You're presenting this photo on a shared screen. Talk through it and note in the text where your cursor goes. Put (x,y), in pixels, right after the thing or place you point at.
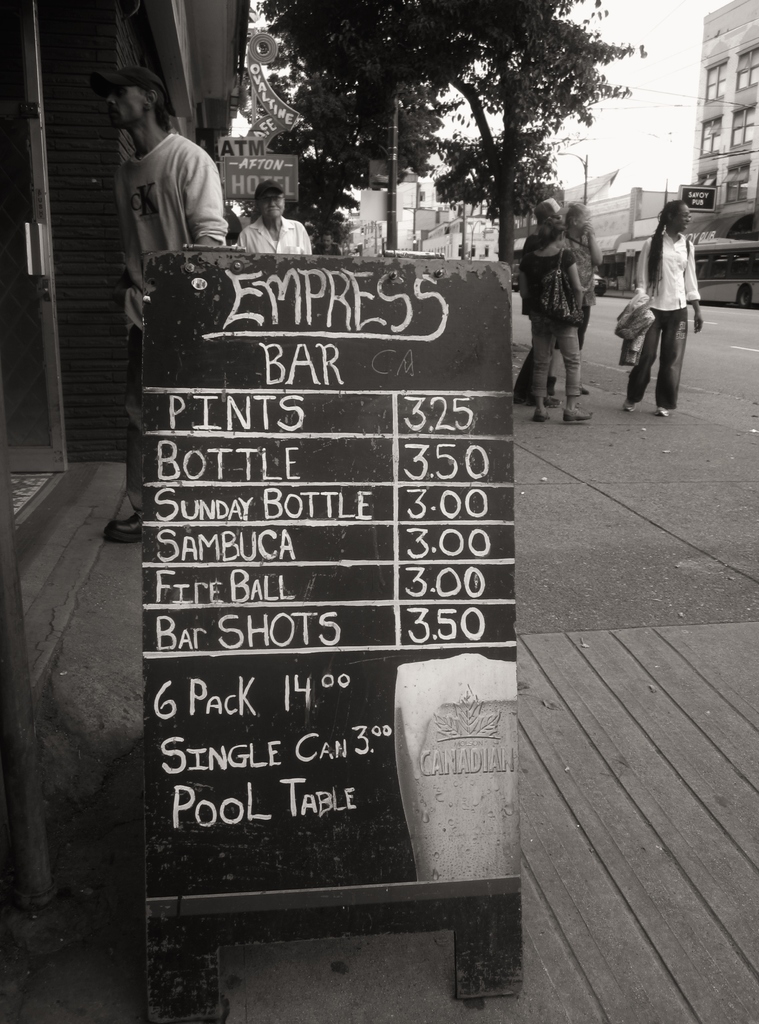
It is the black and white image in which there is a menu board (312,679) in the middle (318,606) on which there are rates (457,555) and some text (243,517). In the background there are few people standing on the road (649,479). On the left side (96,71) there is a building (122,49). In the background (399,99) there is a tree (419,97). On the right side (704,137) there are buildings (758,146) on either side of the road (720,309). On the road (720,321) there are vehicles (722,273). On the left side (25,459) there is a door (39,422), In front of it there is a person (146,204) standing on the floor (102,553).
